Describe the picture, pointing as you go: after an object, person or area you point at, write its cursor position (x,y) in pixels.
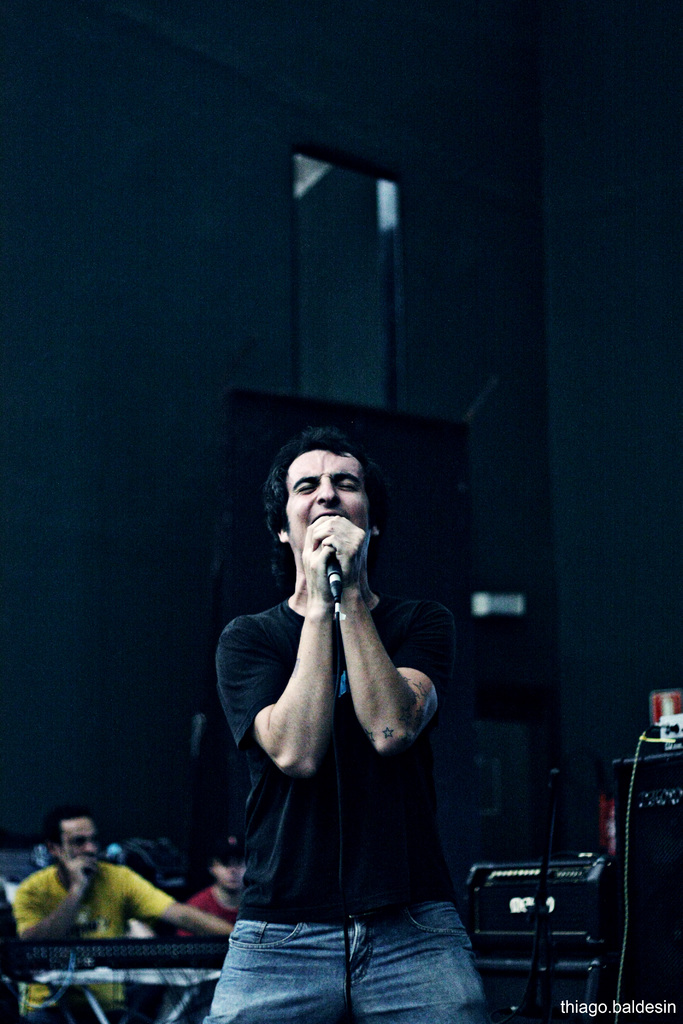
In this image we can see person (302,666) holding mic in his hands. In the background (108,934) we can see musical instruments (662,937) and persons (236,886).
